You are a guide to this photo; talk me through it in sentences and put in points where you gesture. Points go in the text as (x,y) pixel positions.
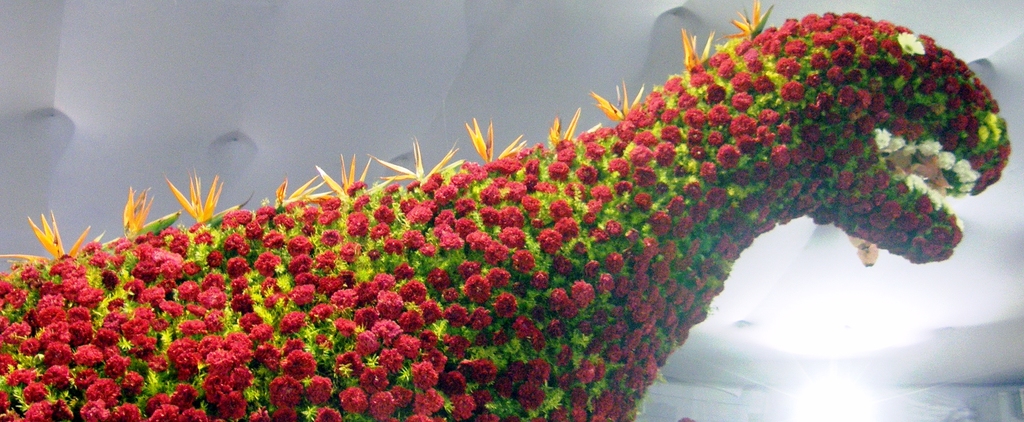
In this image it looks like an animal (554,233) with flower decoration (535,221) and we can see the white background (855,328).
